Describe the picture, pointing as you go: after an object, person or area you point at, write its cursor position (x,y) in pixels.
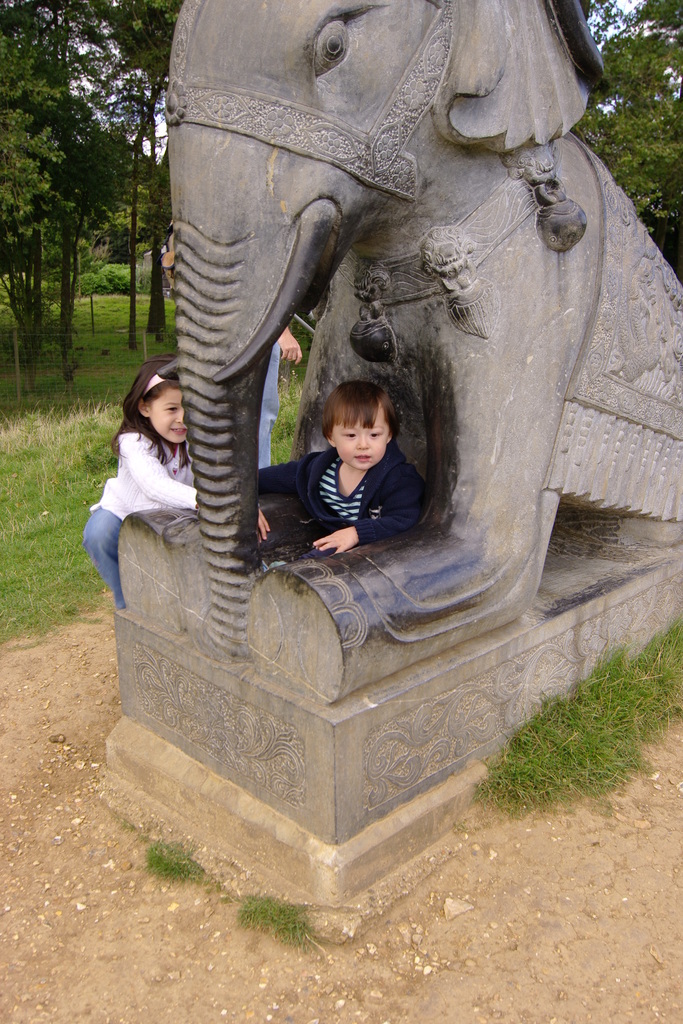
This picture describe about a photograph of the two small children (145,466) in the garden (70,549). A elephant statue (271,250) is placed and small cute boy (381,494) wearing blue hoodie (368,514) is sitting on the elephant statue (237,434). Beside him another cute girl (145,456) wearing white color top (142,500) and blue jean (112,524) is trying to climb the statue (156,523). Behind we can see the some trees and a clear sky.
